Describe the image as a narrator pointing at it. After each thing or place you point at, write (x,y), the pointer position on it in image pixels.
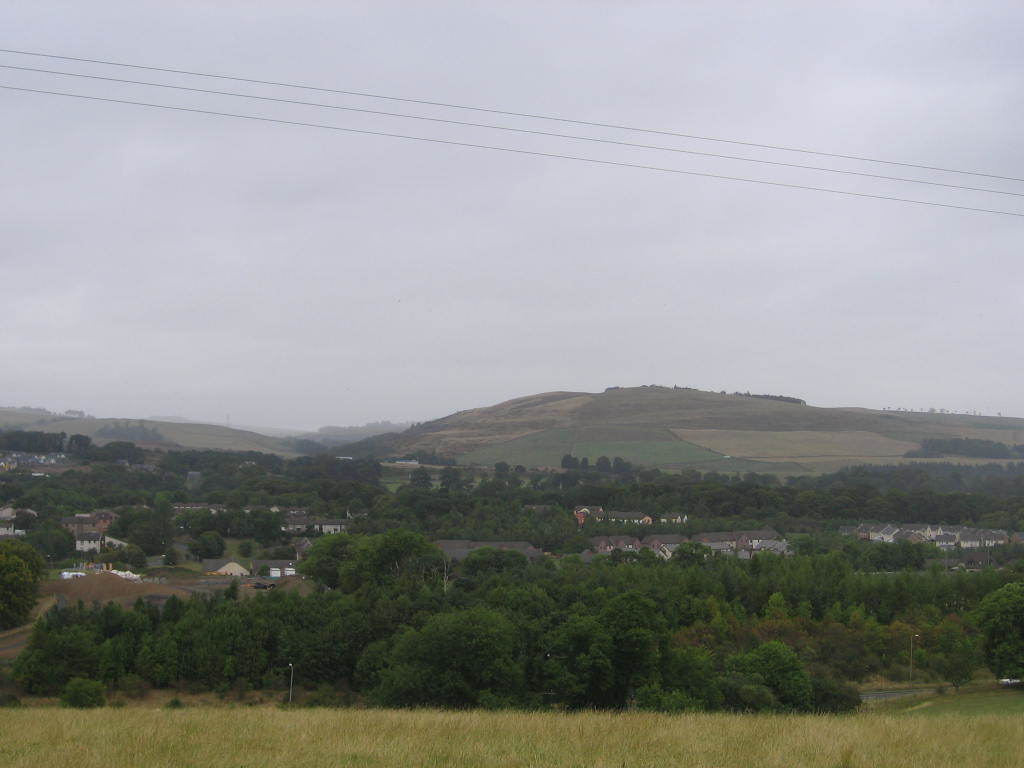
In this image we can see trees (374,484), houses (715,543). At the top of the image (313,165) there is sky (442,216), wires (476,147) and clouds (518,263). At the bottom of the image (418,726) there is grass (416,737).
